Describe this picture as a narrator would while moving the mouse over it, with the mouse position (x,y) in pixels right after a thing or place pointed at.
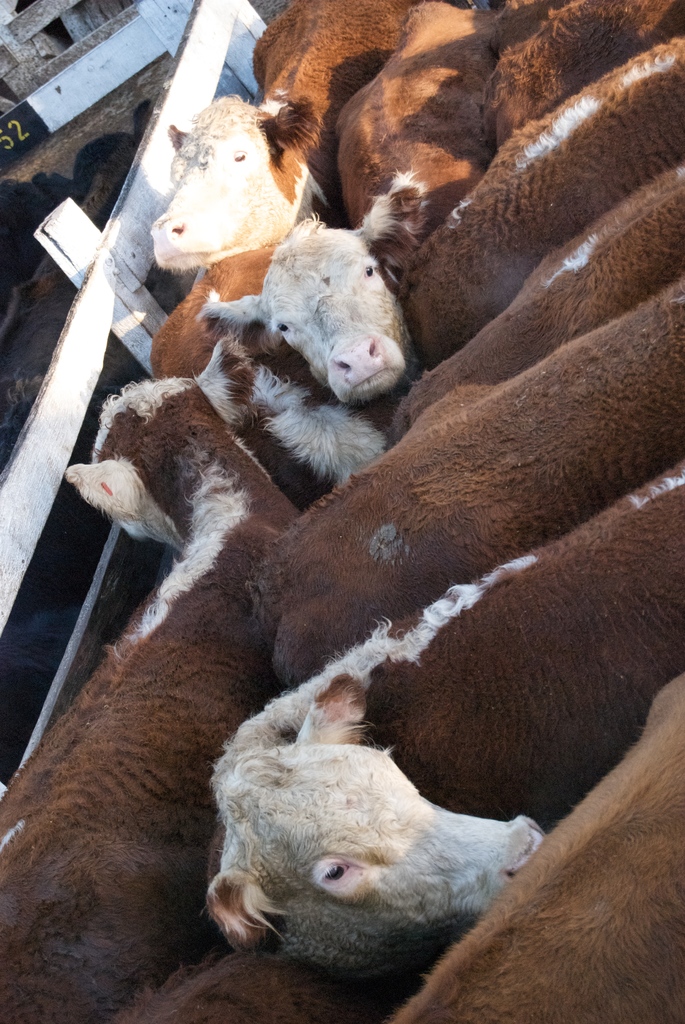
In this picture we can see a group of animals (312,472), fence (69,70).
